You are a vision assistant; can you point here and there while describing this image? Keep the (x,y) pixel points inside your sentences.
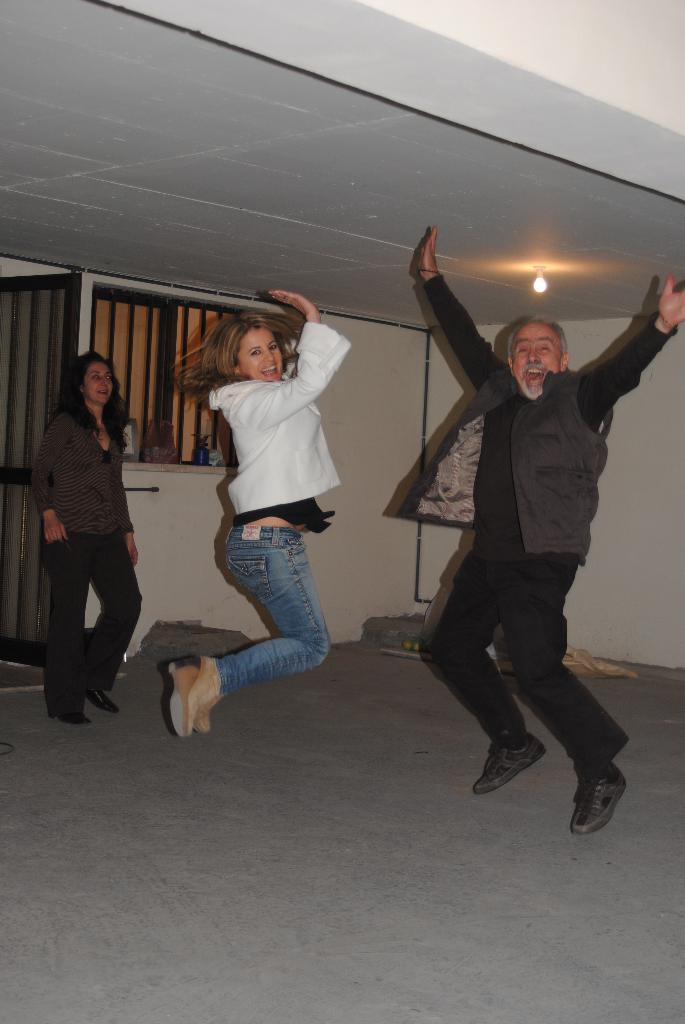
In this image we can see some people (268,643) jumping. In that a man (571,521) and a woman (229,667) are raising their hands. We can also see a door (19,501), window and a light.
